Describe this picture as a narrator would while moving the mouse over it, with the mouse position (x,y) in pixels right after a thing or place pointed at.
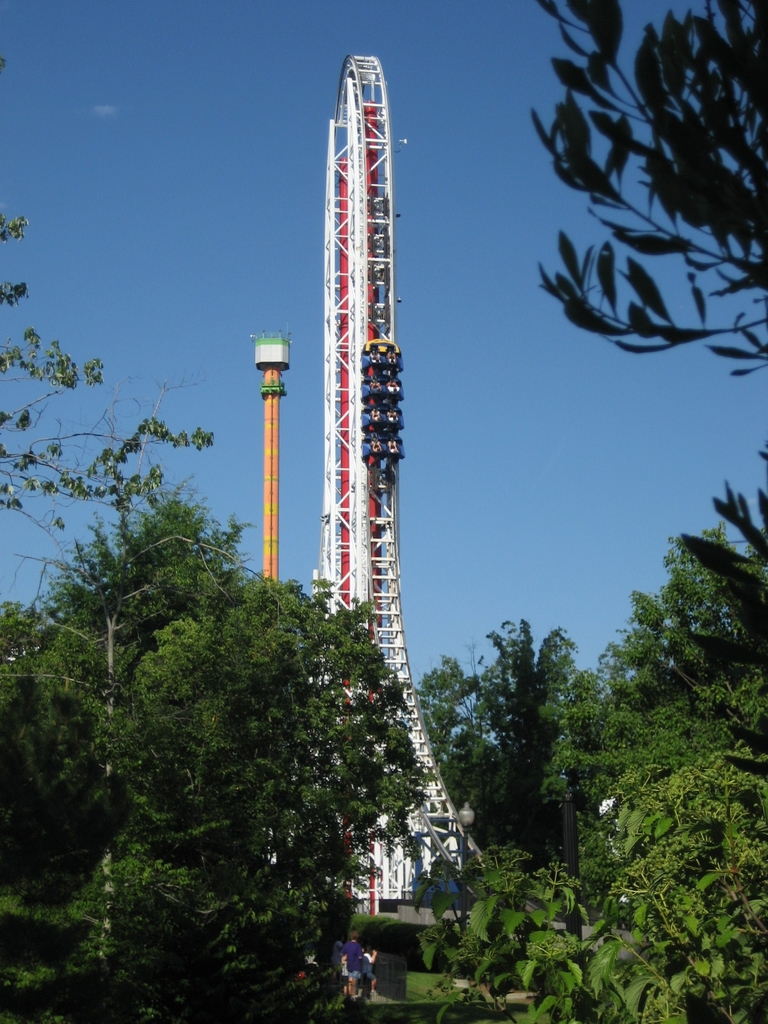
In this image there are trees (384,707) in the front (636,805). In the background (345,305) there is a tower (346,403) and there is a pole (274,490) and in the center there are persons (347,975) and there is grass (407,994) on the ground (419,982).
